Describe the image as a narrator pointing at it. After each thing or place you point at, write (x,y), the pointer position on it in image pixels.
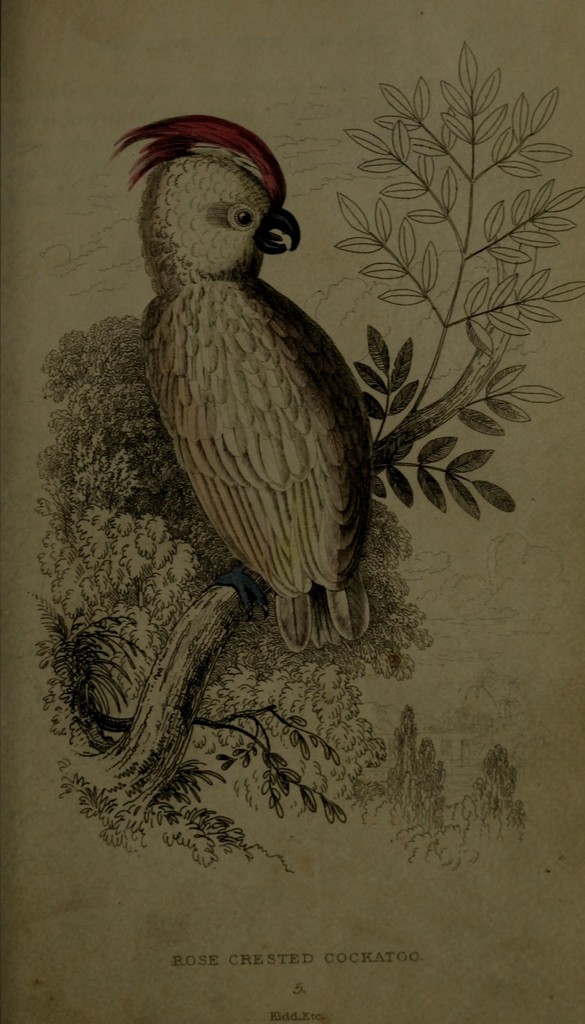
In the image there is a painting (210,409) of a bird (280,504) sitting on a branch (151,781) of a tree (412,295).
